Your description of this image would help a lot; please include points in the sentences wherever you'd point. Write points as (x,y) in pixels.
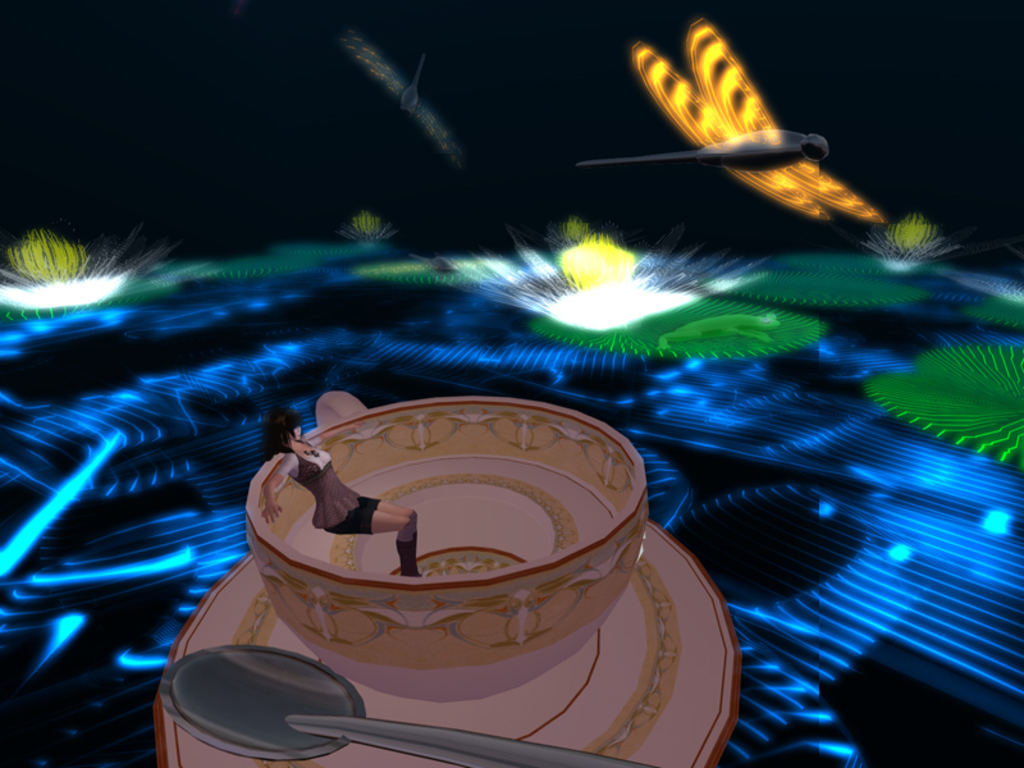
It is an animated image. There is a girl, a cup (483,629), a spoon (390,729) in the image. There is a flower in the image.
